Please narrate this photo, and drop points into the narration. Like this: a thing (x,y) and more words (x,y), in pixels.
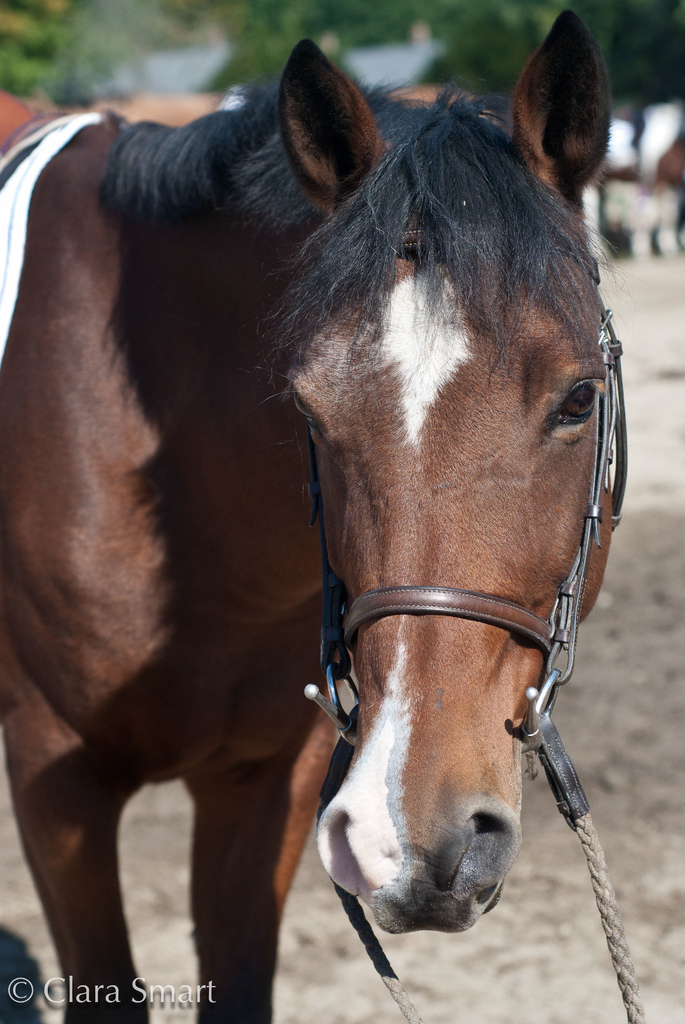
In the image i can see the animal (186,206) and the background (30,51) is blurry.
